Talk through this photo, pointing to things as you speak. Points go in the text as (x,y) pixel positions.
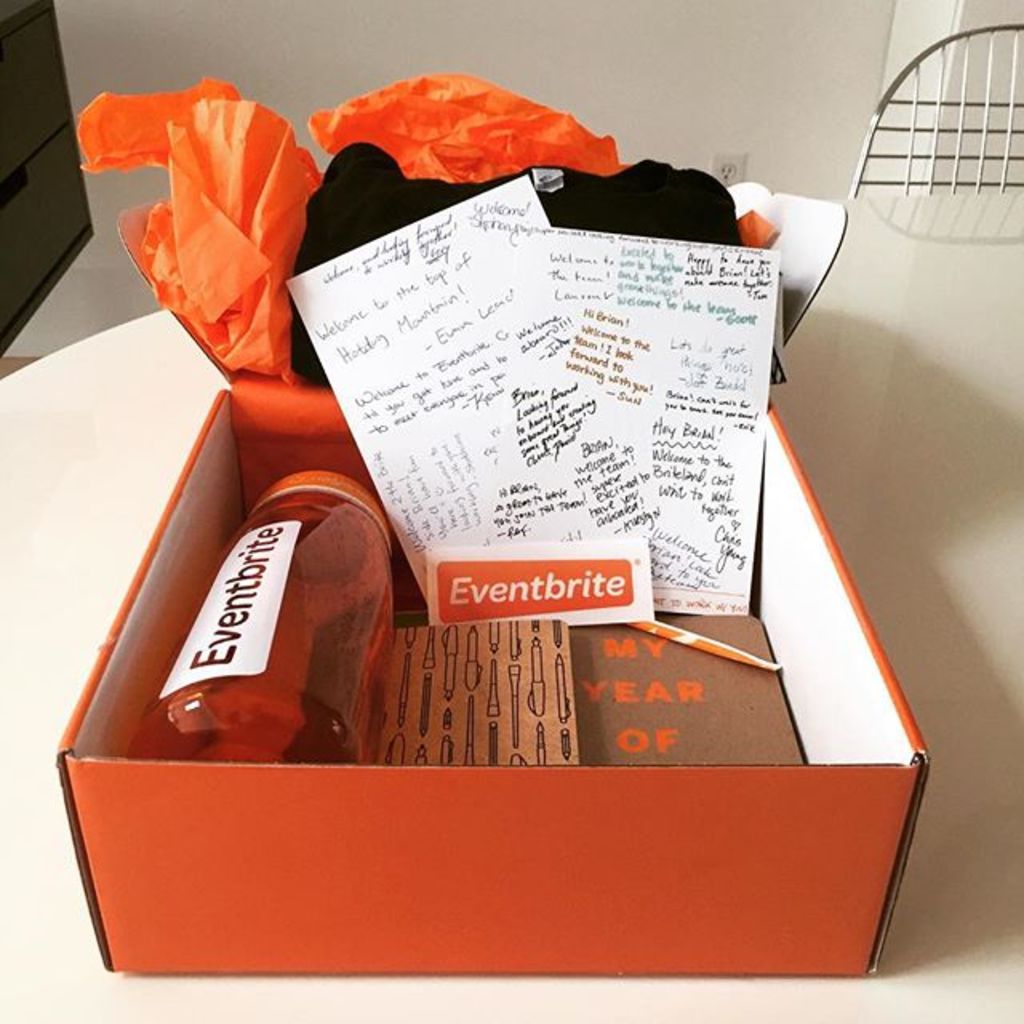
In this picture there is a box (220,777) on the table (26,513) and there are cards (672,610) and there is a bottle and there are papers (672,417) in the box (355,849). There is a text (468,473) on the cards (443,350) and on the bottle (278,488). There is a chair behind the table (917,310). On the left side of the image (33,206) there is a cupboard (70,160). At the back (778,147) there is a switch board (738,170) on the wall (588,65).
